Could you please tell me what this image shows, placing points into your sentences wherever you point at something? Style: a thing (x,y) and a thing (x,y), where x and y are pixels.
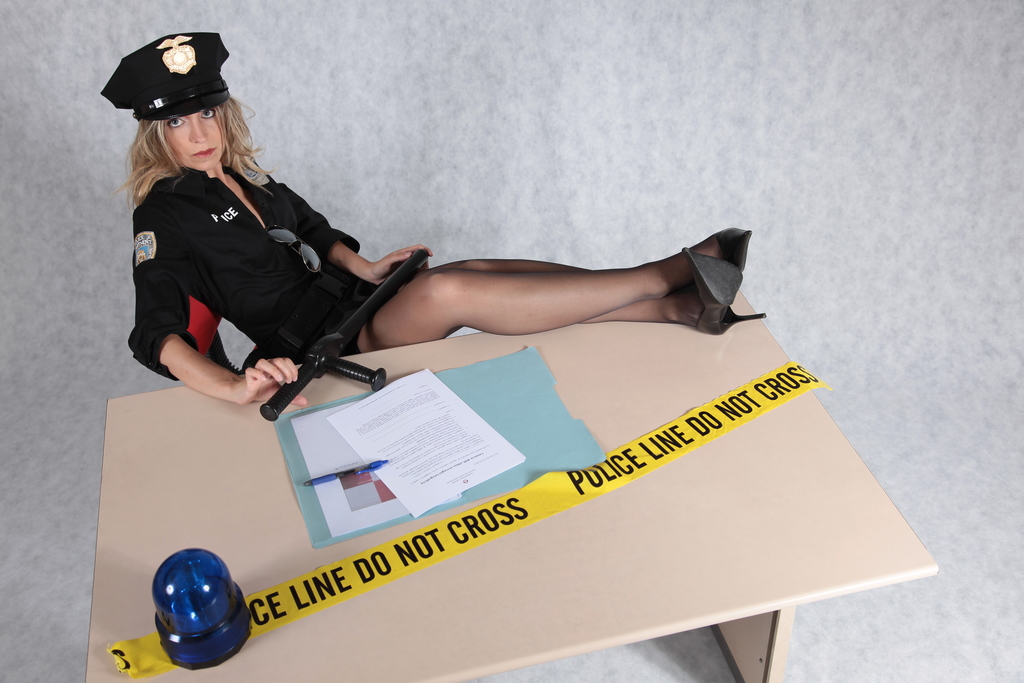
As we can see in the image there is a woman (200,187) sitting on chair (196,328) and there is a table (589,625). On table (464,574) there is a paper (425,495) and pen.
